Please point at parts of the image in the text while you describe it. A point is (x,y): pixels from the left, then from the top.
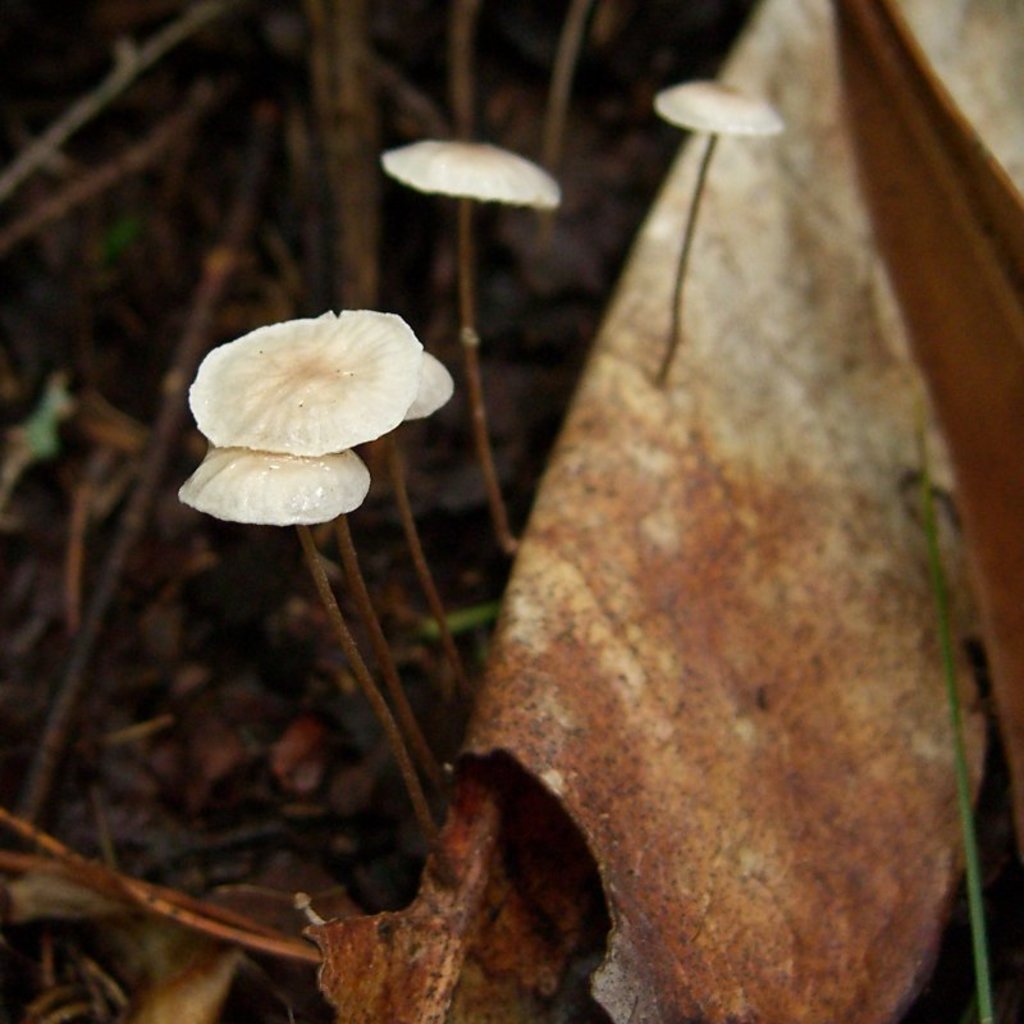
In the foreground of this image (670,795), on the right (699,675), there is a leaf (688,716). In the middle (349,499), there are mushrooms (343,404) and in the background (261,82), there are sticks (324,39) on the ground (184,877).
